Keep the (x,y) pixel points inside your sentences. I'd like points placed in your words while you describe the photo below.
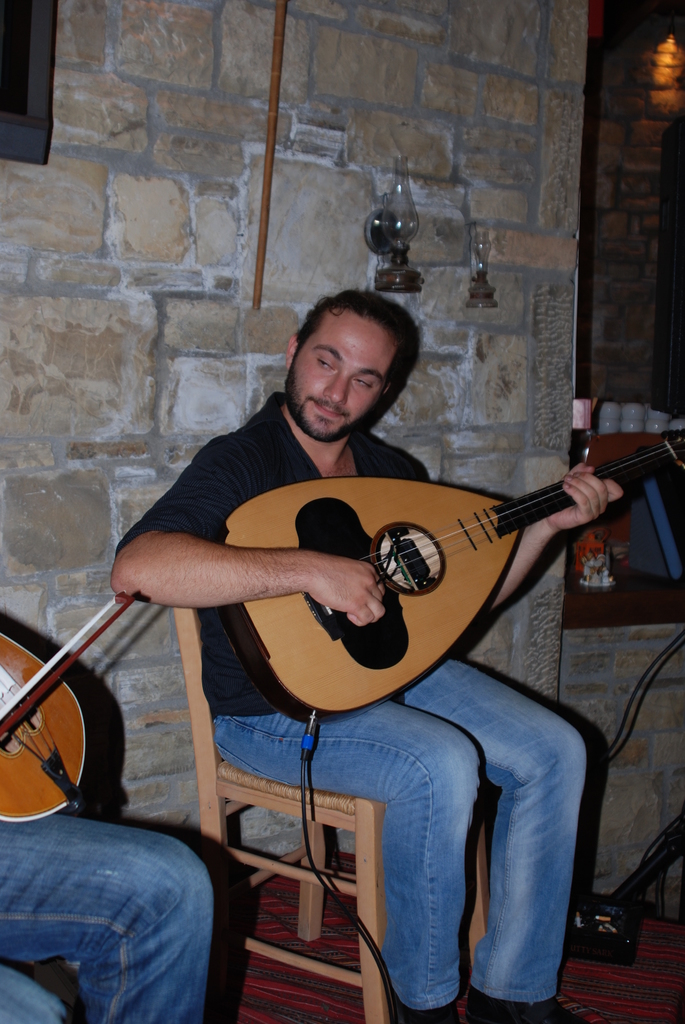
The person (268,487) wearing black shirt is sitting and playing guitar (342,632) and there is another person (63,847) playing violin (27,759) beside him.
